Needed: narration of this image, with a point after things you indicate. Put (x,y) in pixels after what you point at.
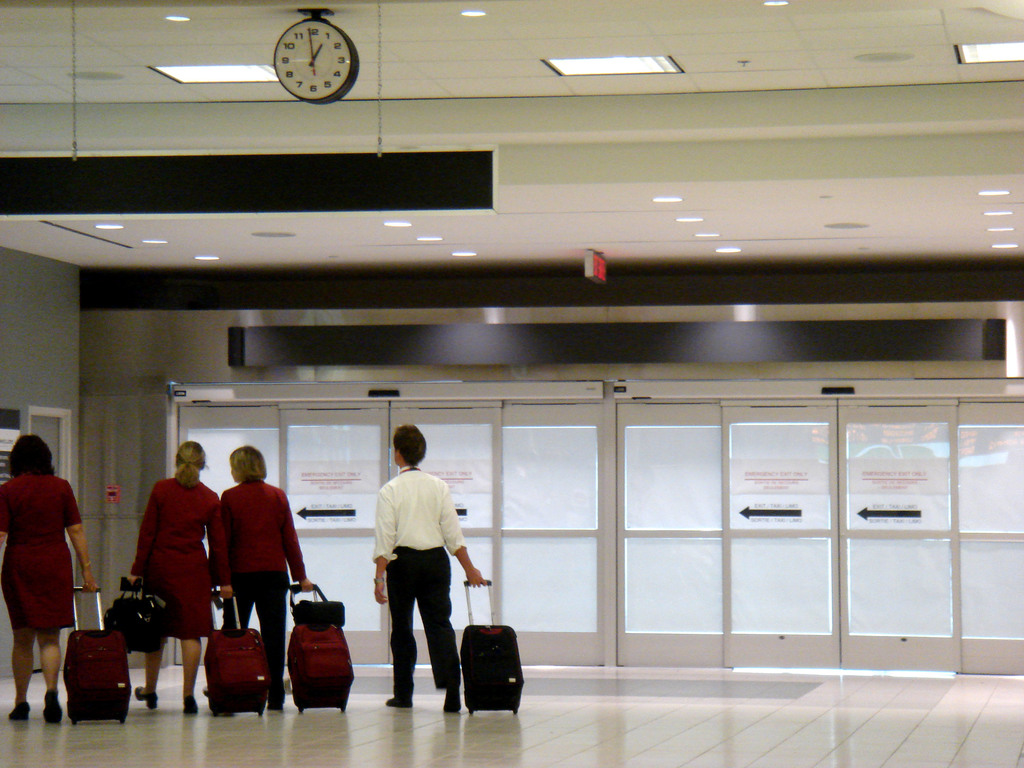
In this picture there are people (416,601) walking on the floor (716,720) and holding luggage bags (475,660) and we can see symbols (796,513) and text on glass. At the top of the image (585,187) we can see lights (576,63), ceiling (527,243), board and clock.
